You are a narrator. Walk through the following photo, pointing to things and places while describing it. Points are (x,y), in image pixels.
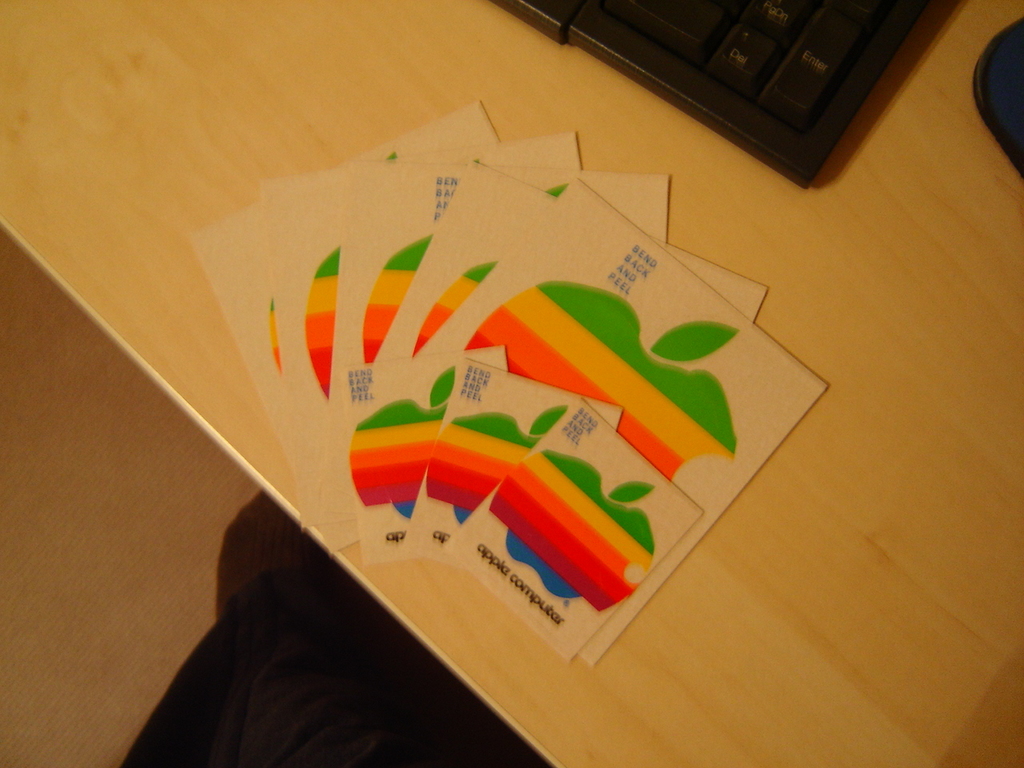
In this image there is a table (803,682) on which there are cards (495,370). Beside the cards (525,381) there is a keyboard (763,60).
